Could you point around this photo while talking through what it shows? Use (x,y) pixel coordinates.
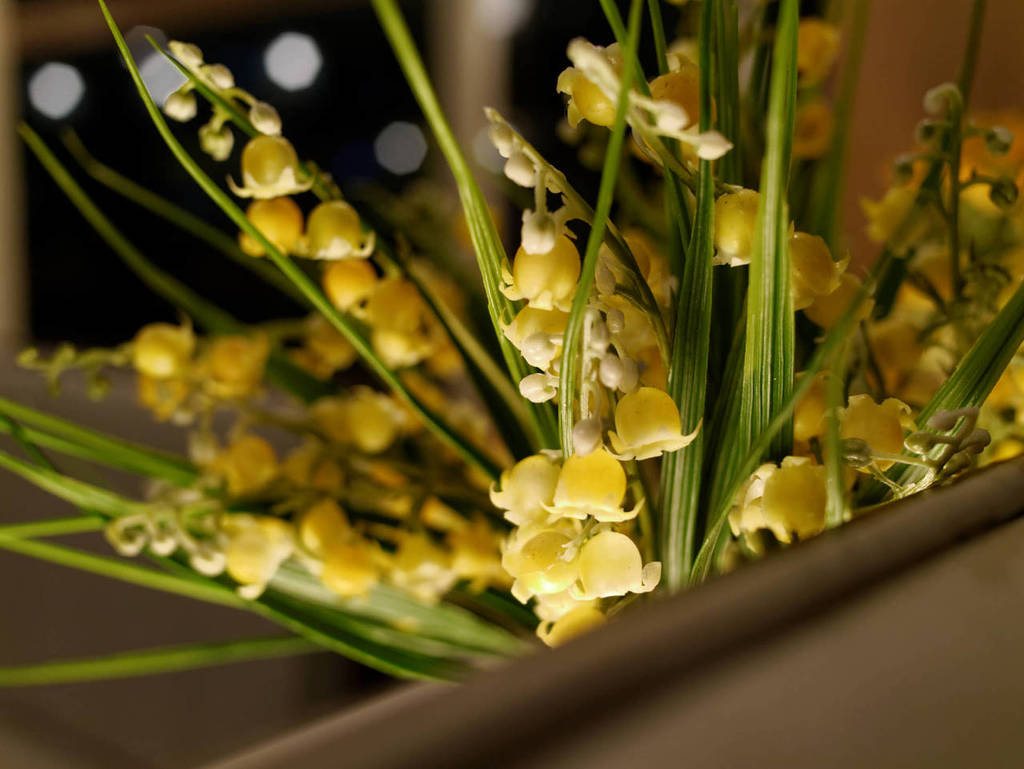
In this image, we can see some plants (459,307), flowers (296,247). We can also see the blurred background (890,65). We can also see some object (648,634) in the bottom right corner (973,596).
